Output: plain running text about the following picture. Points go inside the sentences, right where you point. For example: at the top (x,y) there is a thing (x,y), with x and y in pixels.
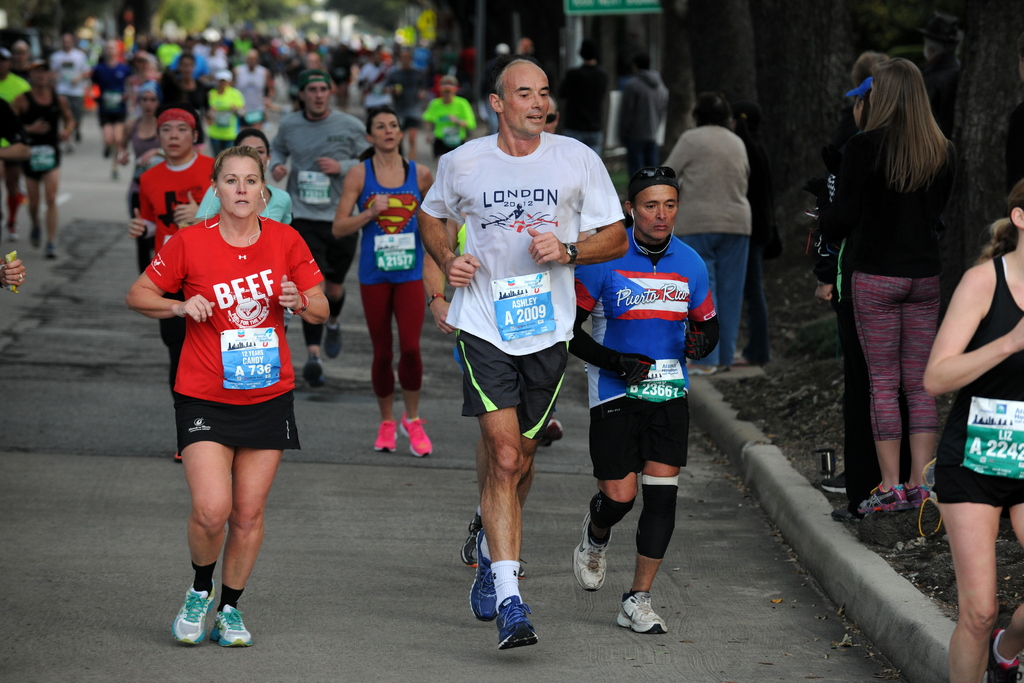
In the picture I can see people (498,381), among them some are running on the road (450,440) and some are standing on the ground (923,521). In the background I can see trees (733,94) and some other things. The background of the image (641,154) is blurred.
